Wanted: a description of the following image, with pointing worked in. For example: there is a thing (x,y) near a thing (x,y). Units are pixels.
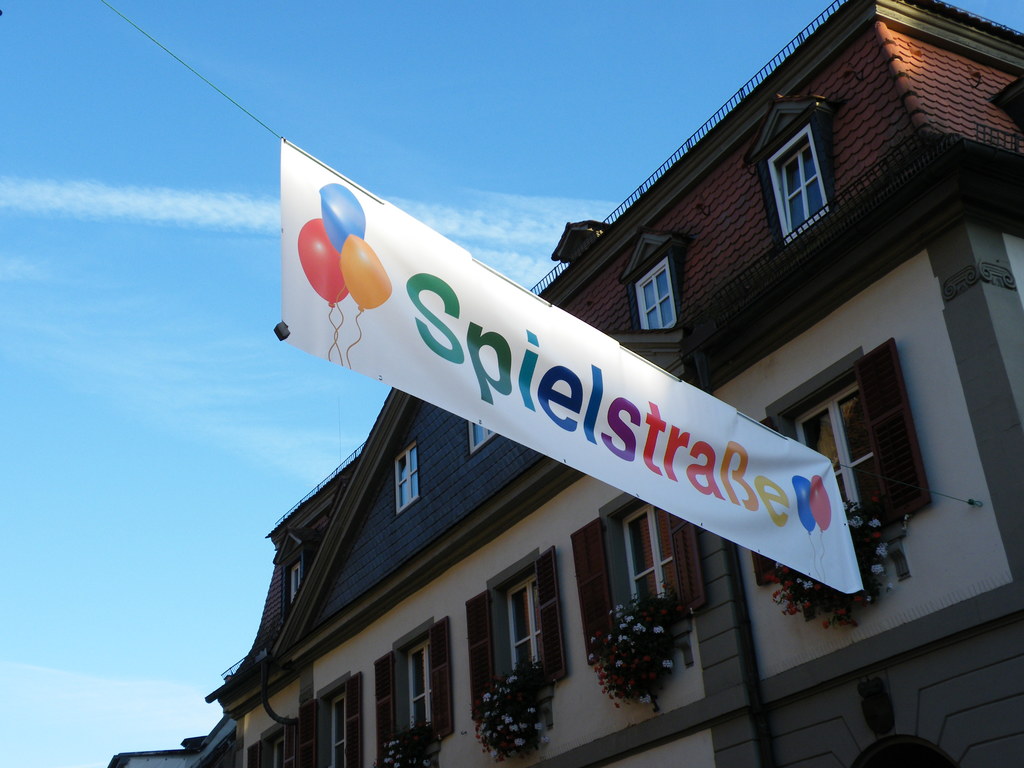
In this image, we can see a building (752,358) and windows (537,653) with flower pots (520,681) and there is a banner (510,351).
